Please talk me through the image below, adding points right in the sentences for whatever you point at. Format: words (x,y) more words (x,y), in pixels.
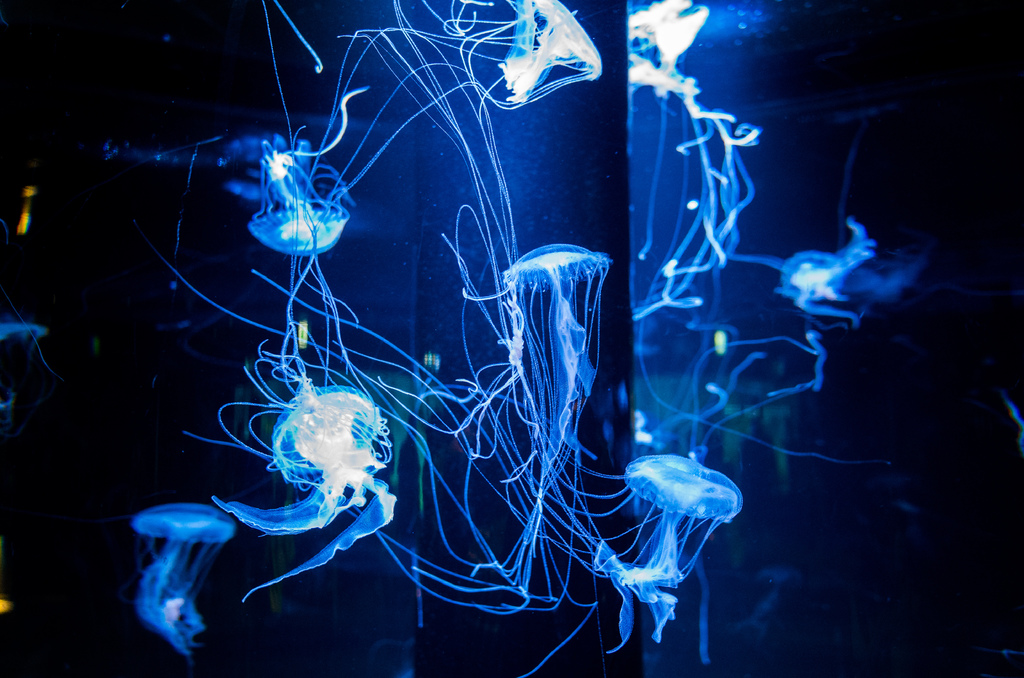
In this image we can see some jellyfish (829,300) in the water (506,367).
